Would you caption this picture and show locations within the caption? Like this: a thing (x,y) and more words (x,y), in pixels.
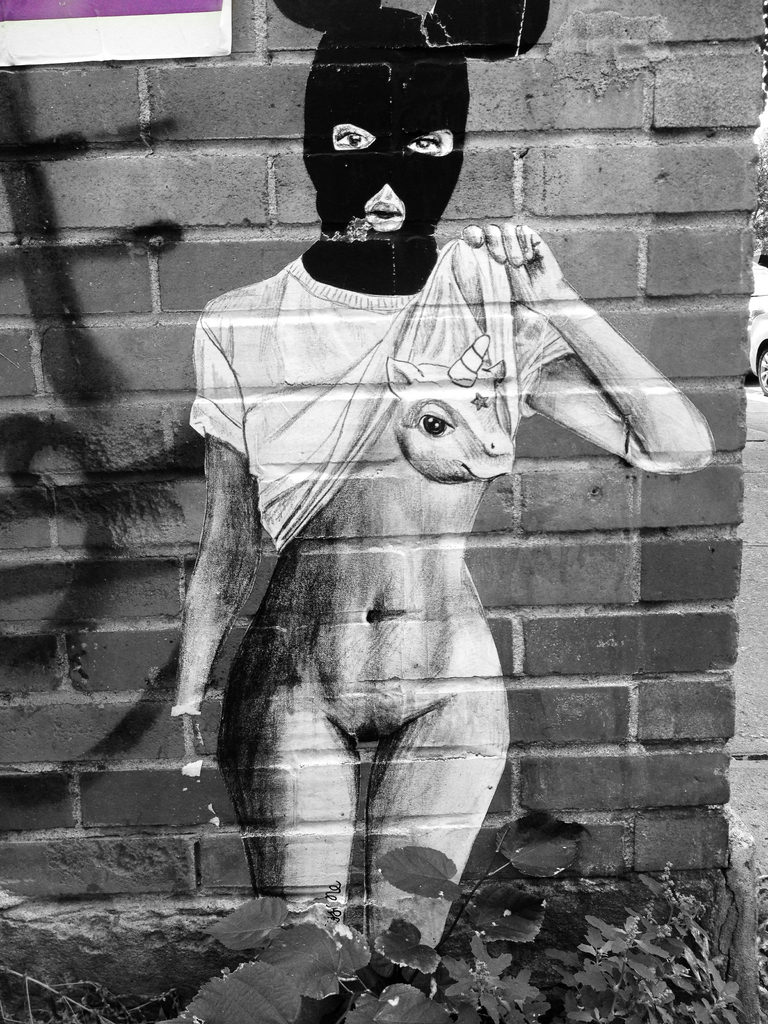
In this image I can see the wall (563,466), on the wall (563,466) I can see girl painting (513,319), at the bottom (375,955) there are some leaves (396,949) visible.
